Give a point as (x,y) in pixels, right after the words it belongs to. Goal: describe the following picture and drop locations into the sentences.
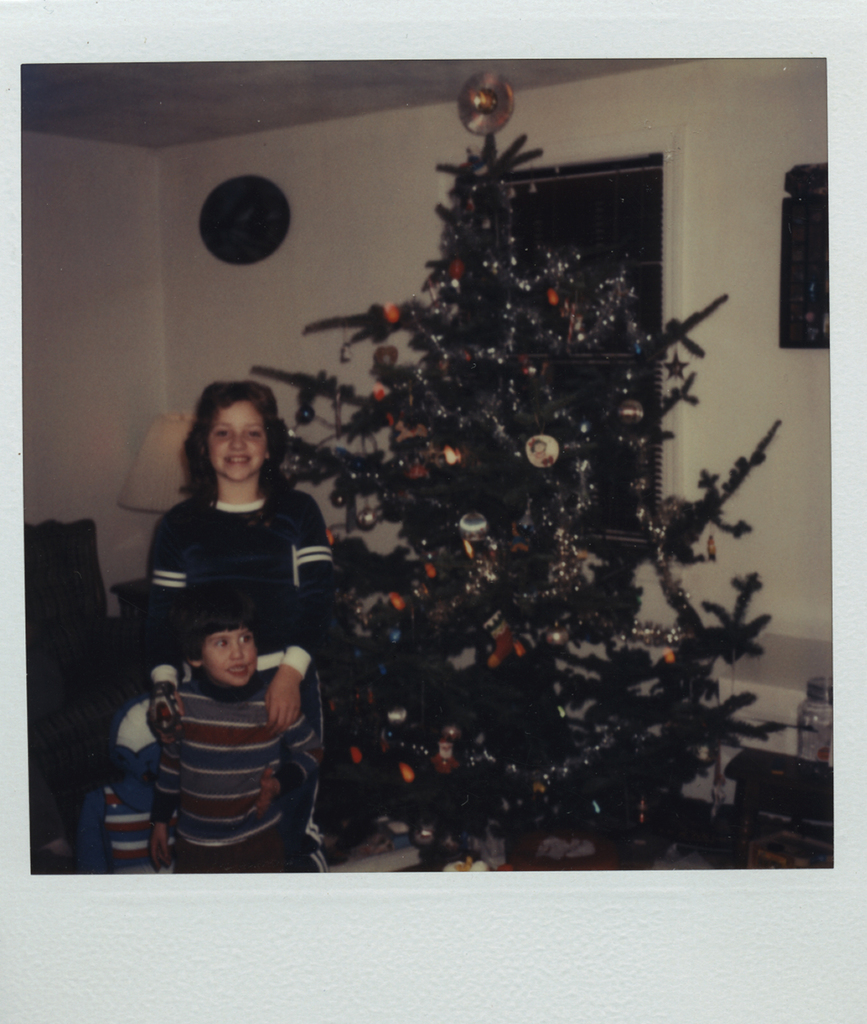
Here there is a tree (411,477), two children (252,636) are standing, on the wall (138,318) there is an object (262,257), this is lamp (173,467).
